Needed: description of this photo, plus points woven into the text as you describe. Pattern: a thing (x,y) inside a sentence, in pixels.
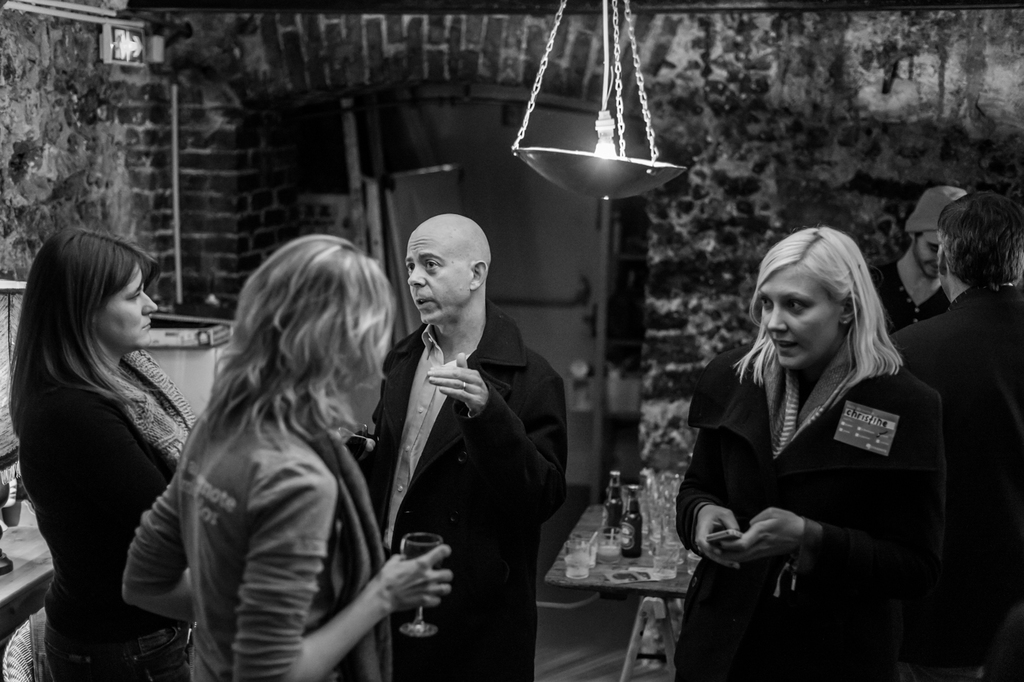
It is a black and white picture. In this image we can see people (425,416), walls (871,242), signboard (128,33), table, door (493,285), chains (513,148), light (610,160) and things (216,341). Above the table (596,571) there are glasses (678,540) and bottles (617,506).
